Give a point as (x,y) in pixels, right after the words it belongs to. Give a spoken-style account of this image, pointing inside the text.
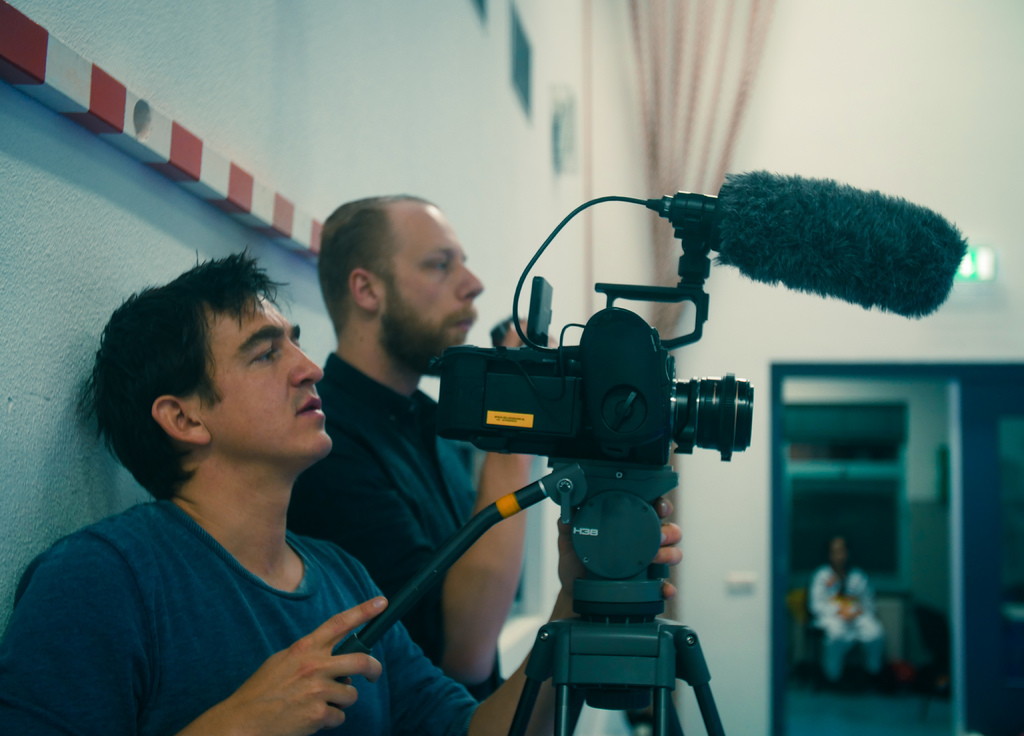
This picture describe in side view of room (836,539) in which three person (317,551) are there, front a man (238,602) wearing blue t-shirt (267,610) is shooting from the camera (596,395) and on the top (792,239) we can see the microphone (851,233), beside we can see a man (419,485) wearing black shirt (407,479) and watch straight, a woman (872,629) wearing white dress (851,638) is sitting on the couch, Behind we can see the white wall (482,96) and curtain (647,97).
